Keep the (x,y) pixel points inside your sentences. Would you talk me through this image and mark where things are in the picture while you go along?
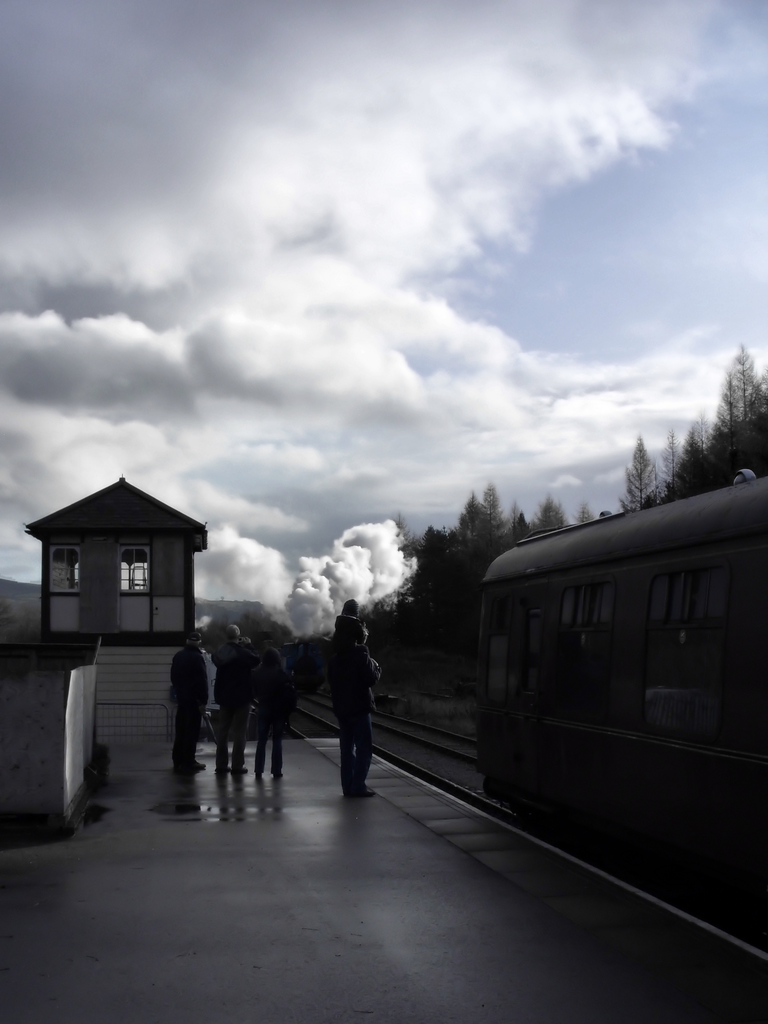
This image is taken outdoors. At the top of the image (132,156) there is a sky (343,395) with clouds (415,458). In the background (475,632) there are many trees (636,476). On the right side of the image (653,594) a train (564,726) is moving on the railway track (451,754) and a few people (256,767) are standing on the platform (305,746). There is a hut (123,612).
